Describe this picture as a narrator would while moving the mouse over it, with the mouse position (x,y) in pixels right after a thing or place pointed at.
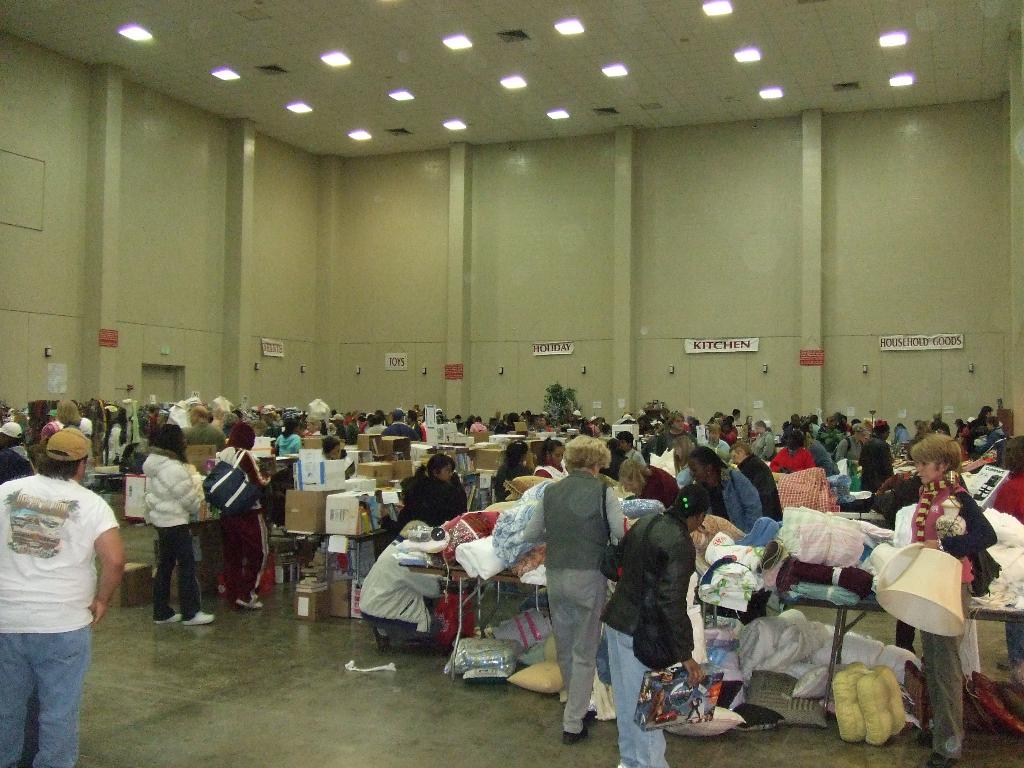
In front of the picture, we see two women (625,578) are standing and they are holding some objects (689,688) in their hands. In front of them, we see a table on which pillows (739,546) and some other objects (867,586) are placed. On the right side (931,504), we see a woman (962,546) is standing and she is holding the white color objects (916,622) in her hands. On the left side (22,557), we see a man (100,600) in the white shirt (84,507) is standing. In the middle (466,503), we see many people (243,456) are standing and beside them, we see the carton boxes (407,472) and some other objects (668,465). In the background (570,395), we see the plant pot (558,415) and a wall (315,264) on which the small white color boards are placed. At the top (407,114), we see the lights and the ceiling (465,114) of the hall (463,115).
